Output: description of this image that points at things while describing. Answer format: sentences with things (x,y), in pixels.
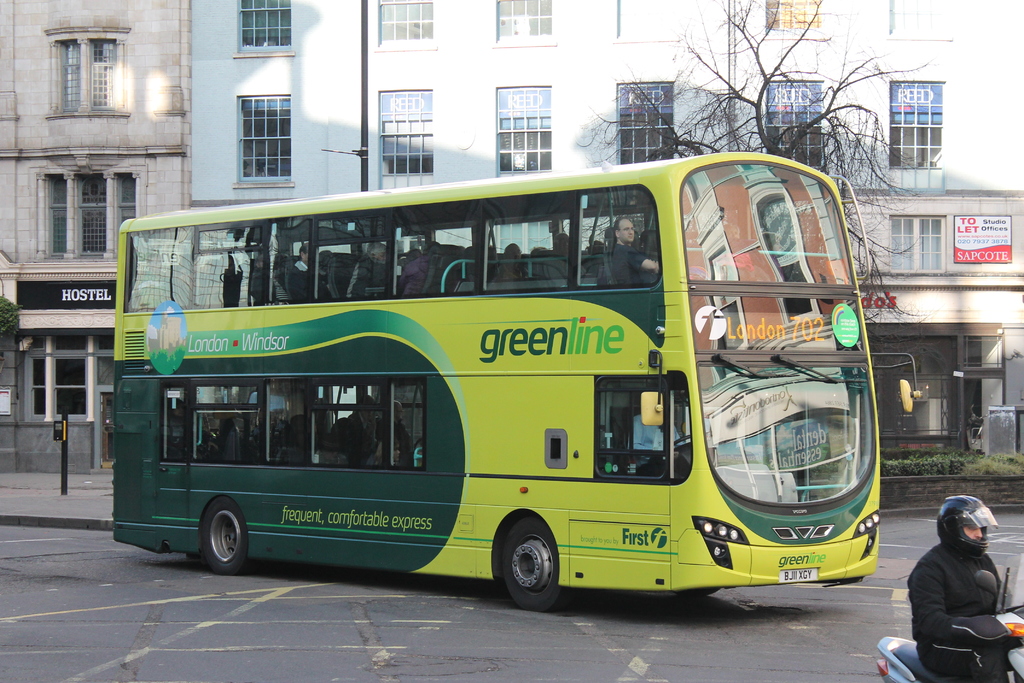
In this image there is a bus (318,534) is on the road (363,577) in the middle of this image (538,400). there are some buildings (236,171) in the background (145,155). There is a tree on the right side of this image (706,125). There is one person (937,583) is on the bike (894,668) on the bottom right corner of this image (958,605).
